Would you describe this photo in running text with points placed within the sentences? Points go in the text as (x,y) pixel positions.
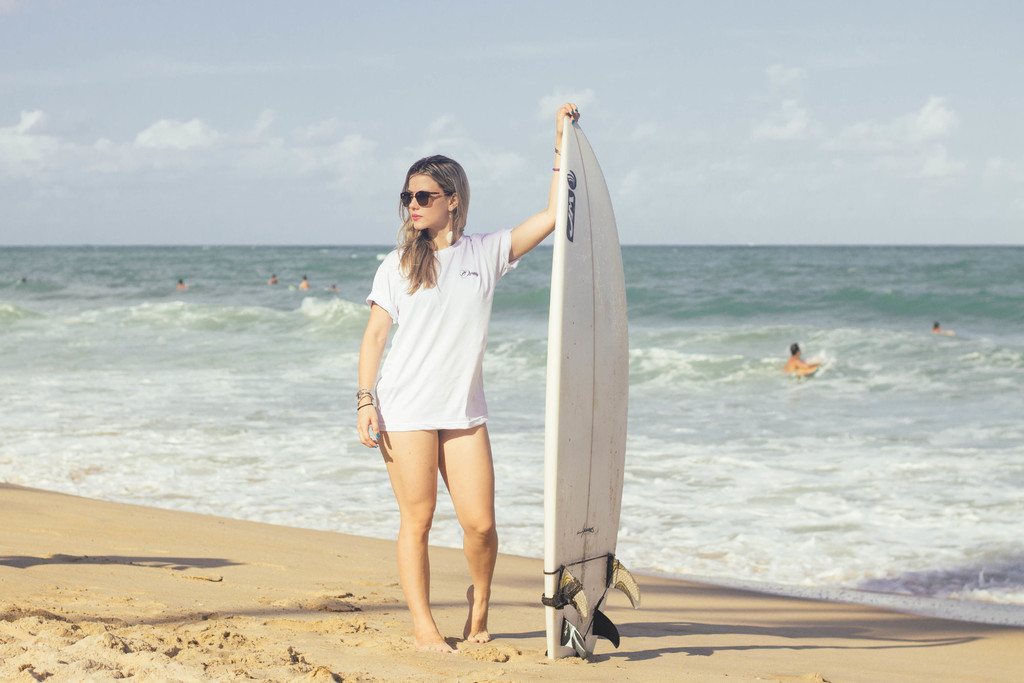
Here we can see a woman (471,265) standing near the beach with surfing board (617,229) in her hand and behind her we can see cloudy sky (394,111).
